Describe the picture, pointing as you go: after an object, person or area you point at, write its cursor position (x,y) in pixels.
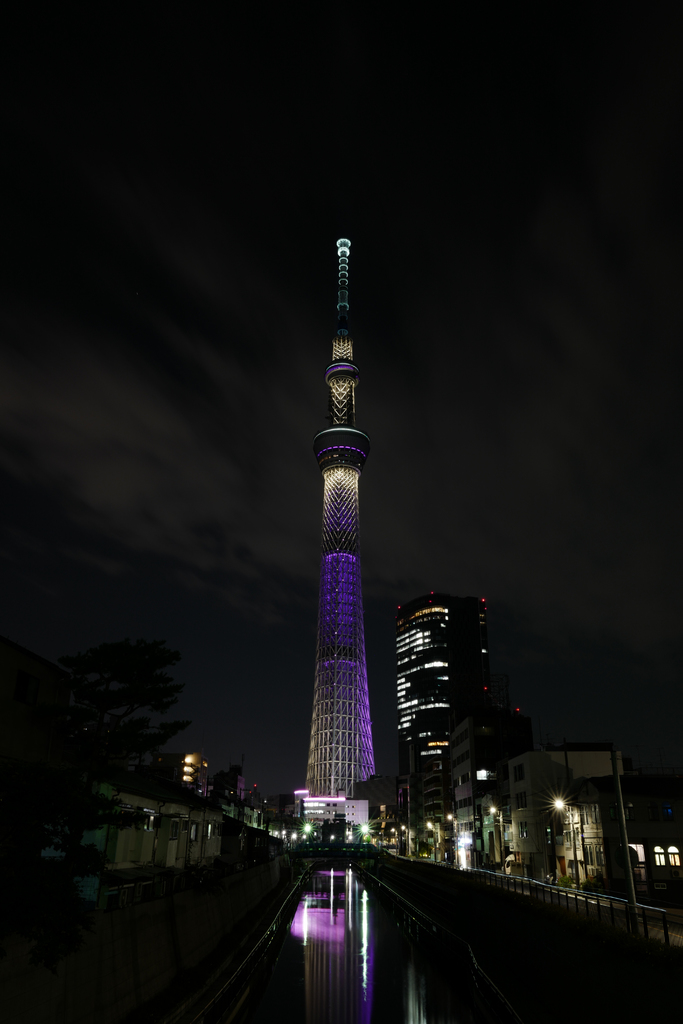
In this image we can see water (357,916). On the right side (564,891) there are railings (554,902). On the left side (170,944) there is a wall (134,944). Also there are trees (139,687). And there are many buildings (221,833) with light (440,744). In the back (367,699) there is a tower building (326,546). In the background (250,305) there is sky (398,344).
